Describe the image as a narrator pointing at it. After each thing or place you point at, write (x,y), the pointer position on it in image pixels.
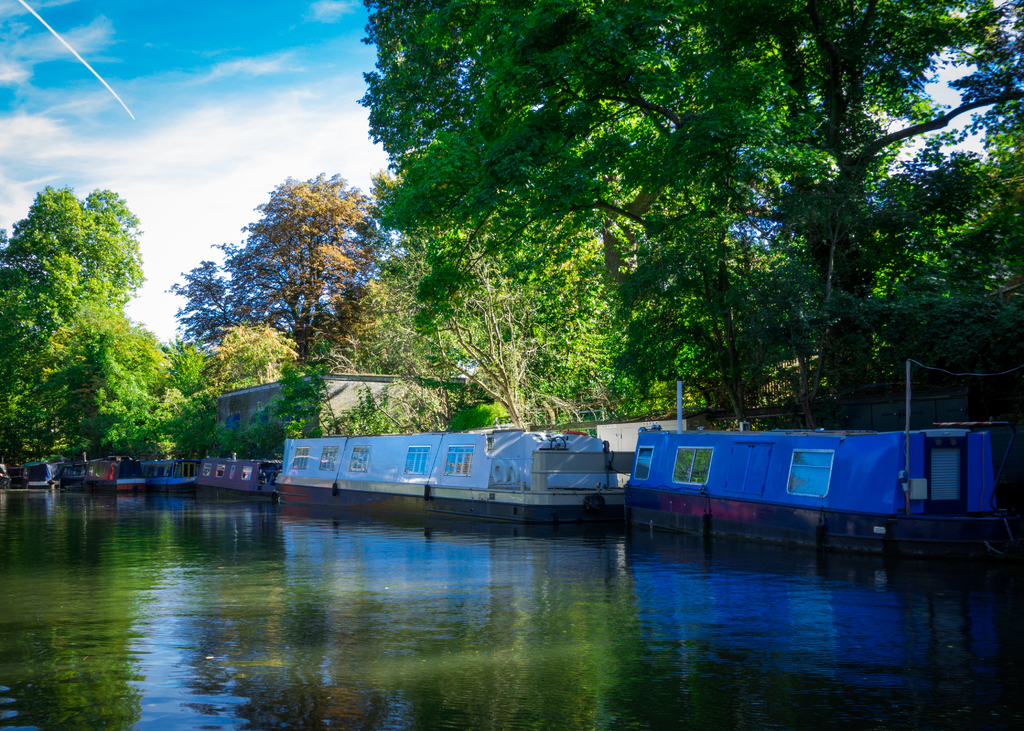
In this picture we can observe boats (743,513) floating on the water (455,592). There are some trees (333,325). In the background (142,138) there is a sky (156,135) with clouds (240,161).
